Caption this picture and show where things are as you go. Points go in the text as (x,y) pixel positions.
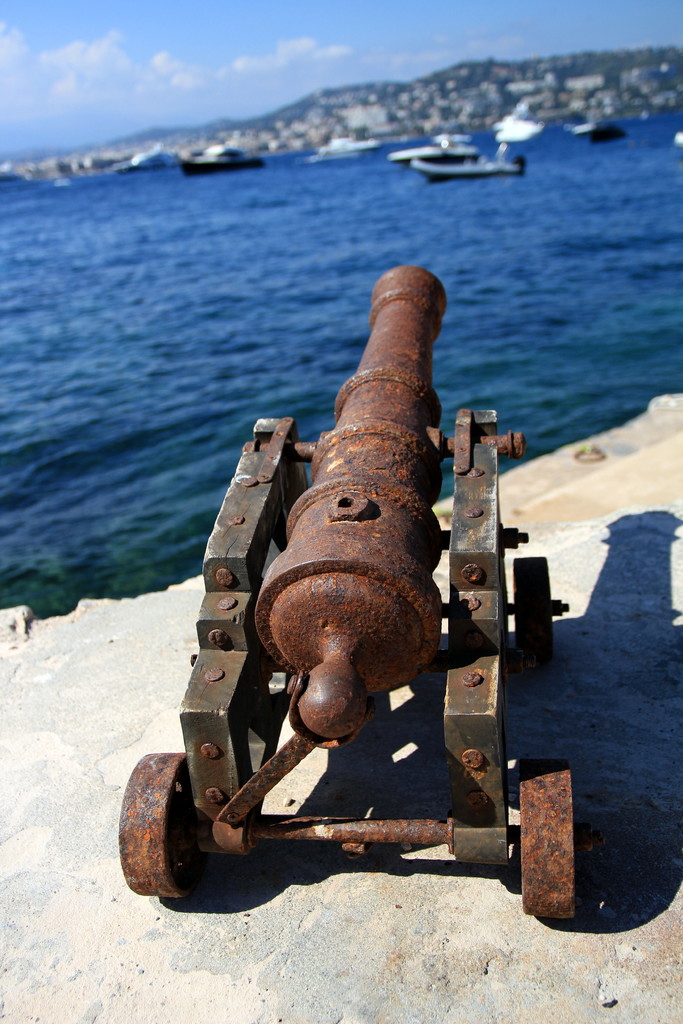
In this picture, we can see a cannon (380,351) on the ground (655,655), we can see water (461,259), boats (416,165), mountains (593,113), and the sky (162,40) with clouds (152,72).
